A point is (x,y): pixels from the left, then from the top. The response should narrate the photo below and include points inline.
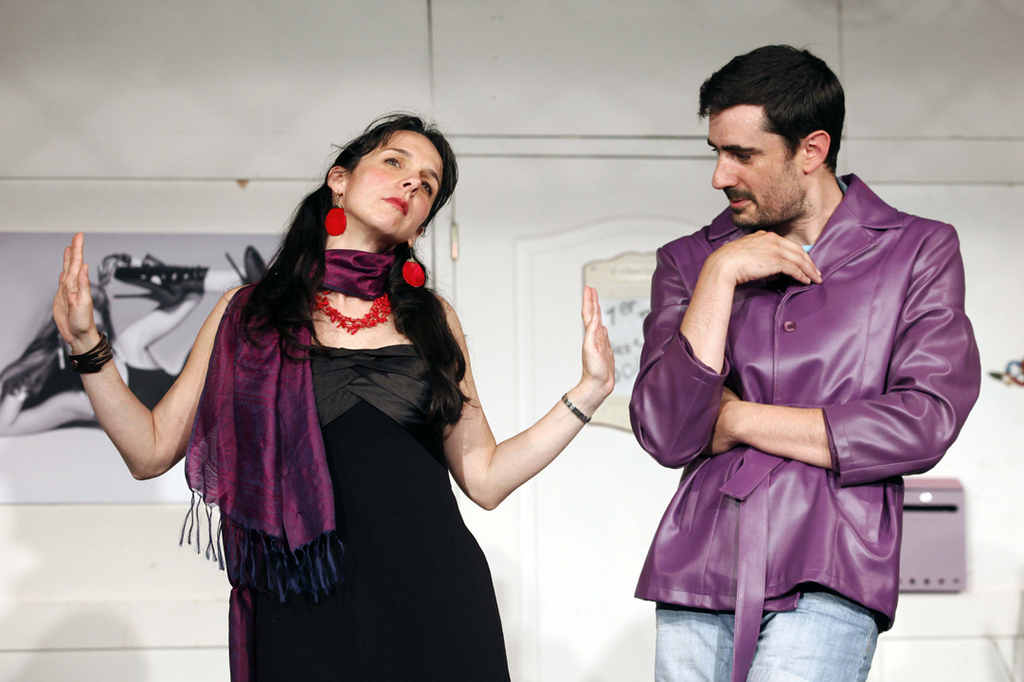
In the picture I can see a man (684,494) wearing purple color blazer (702,449) is standing on the right side of the image (790,365) and a woman (394,536) wearing black dress (473,632), scarf (202,477), earrings (421,277) and chain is standing on the left side of the image (179,408). In the background (552,498), I can see the frame (235,248) on the white color wall (125,528) and the door (558,300).
